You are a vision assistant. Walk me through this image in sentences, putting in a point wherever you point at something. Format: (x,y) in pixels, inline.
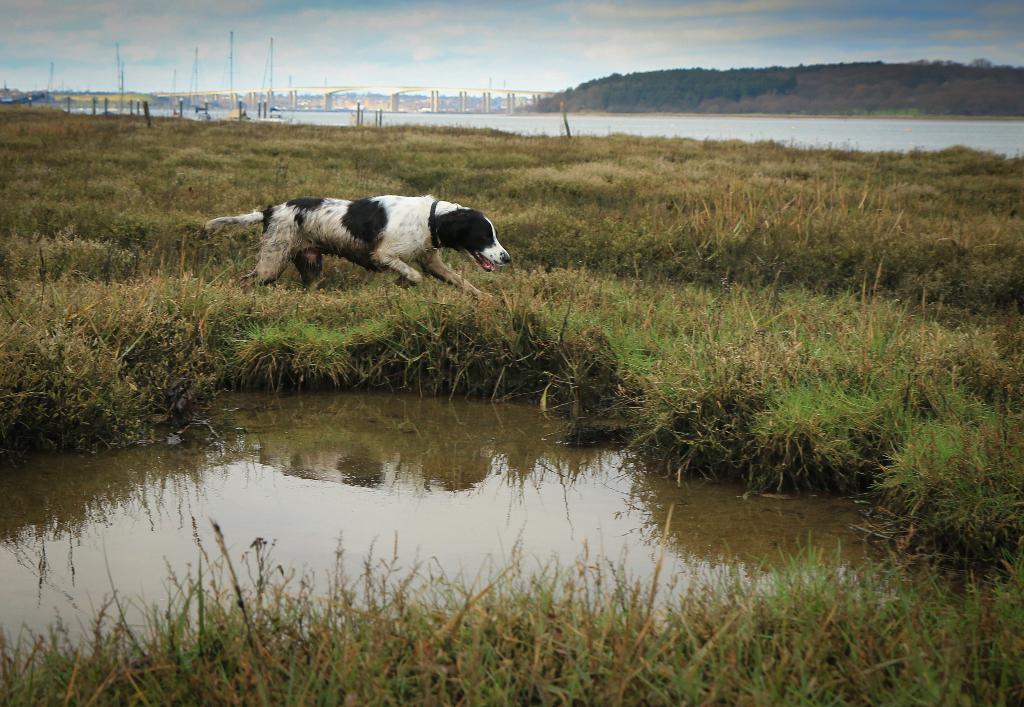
In this picture we can see black and white dog (365,228) running on the grass ground (549,392). In the front (389,476) we can see small pond water (372,491). Behind there is a bridge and hilly area (722,86). On the top (366,51) we can see sky (366,51) and clouds (518,39).
